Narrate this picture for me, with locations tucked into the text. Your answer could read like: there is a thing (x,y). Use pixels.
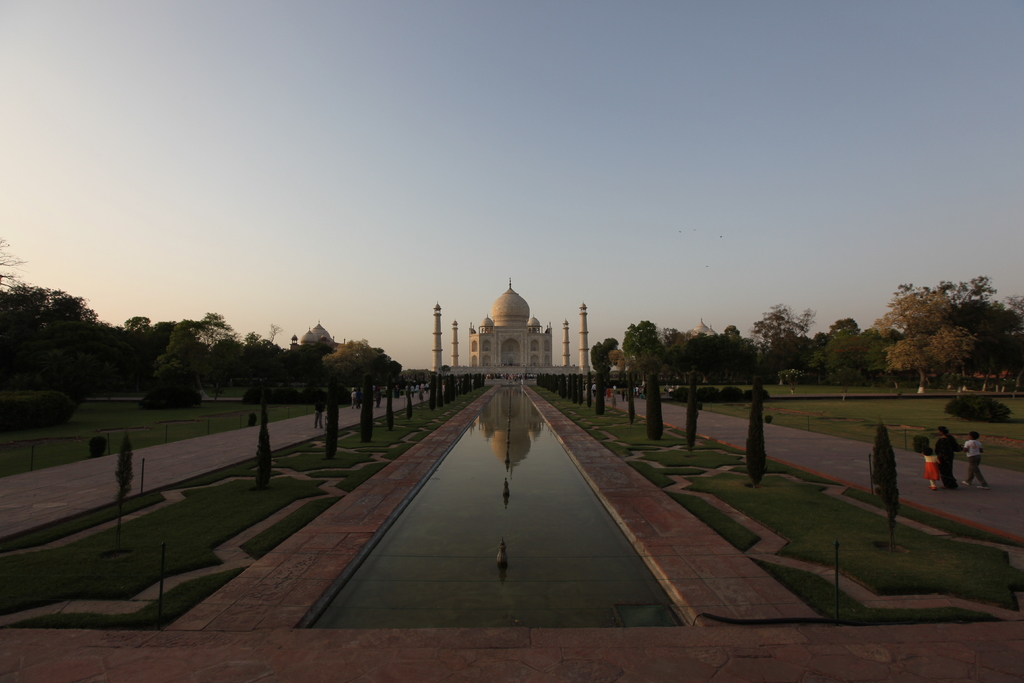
In this image we can see a historical monument (520,372) and there are trees (990,318). We can see people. At the bottom (592,581) there is water (554,556) and we can see bushes (760,451). At the top (892,224) there is sky (370,177).
